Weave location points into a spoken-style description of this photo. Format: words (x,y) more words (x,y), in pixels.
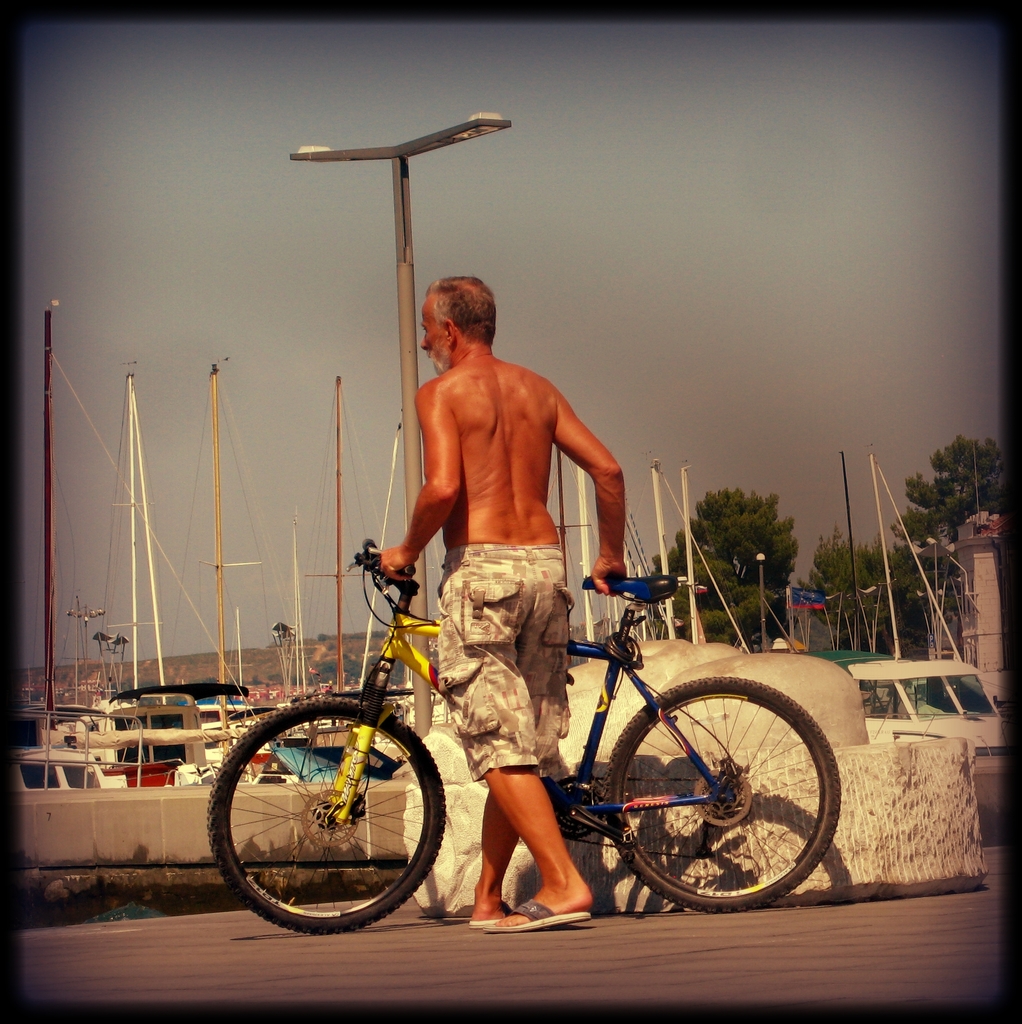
In this image, there is an outside view. In the foreground (520,455), there is a person (504,533) standing and holding a cycle (377,563) with his hands (605,560). There are some boats (188,743) in the bottom left of the image (219,743). There are some trees (781,560) on the right side of the image (935,502). There is a pole (408,279) in the middle of the image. In the background (239,254), there is a sky (363,63).
